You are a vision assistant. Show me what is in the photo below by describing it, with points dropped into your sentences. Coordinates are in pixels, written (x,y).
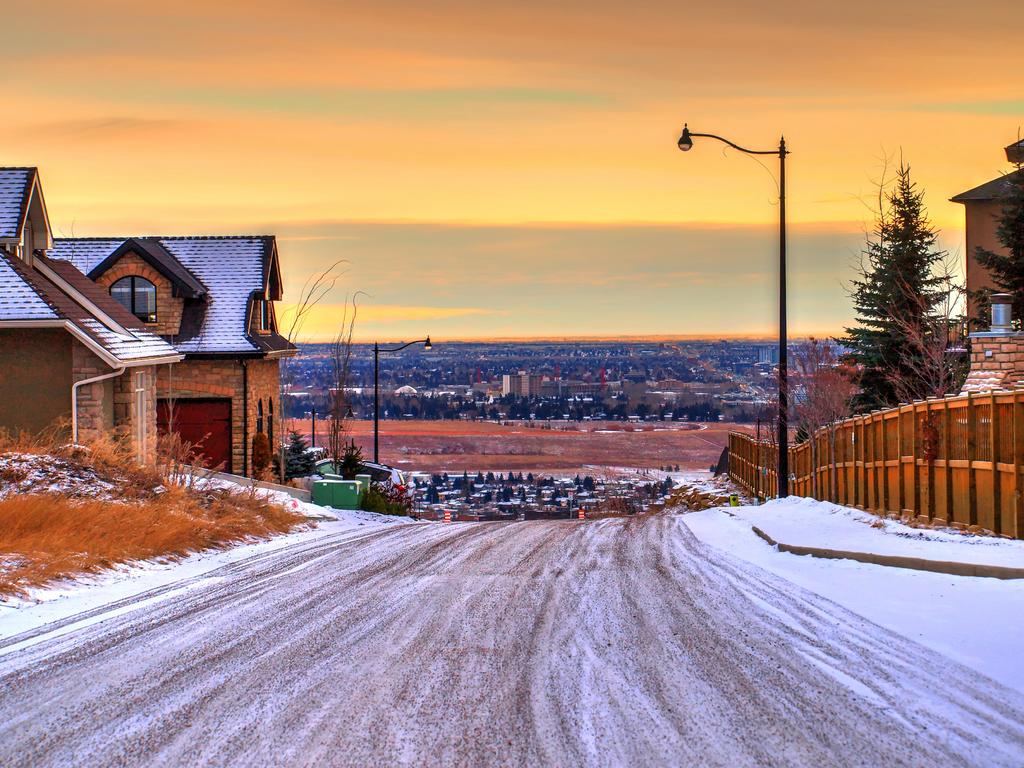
In this image at the bottom (432,705), there are plants (203,514), grass (126,529), road (623,628) and ice (796,642). On the right (964,455) there are trees (861,390), fence (892,467), street light (781,452), pole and building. On the left (173,389) there are houses (188,423), plants (298,461), street lights (376,345), trees (339,392). In the background (518,490) there are buildings (546,494), trees (532,478), houses (520,505), land (576,456), sky (562,299) and clouds (692,253).
